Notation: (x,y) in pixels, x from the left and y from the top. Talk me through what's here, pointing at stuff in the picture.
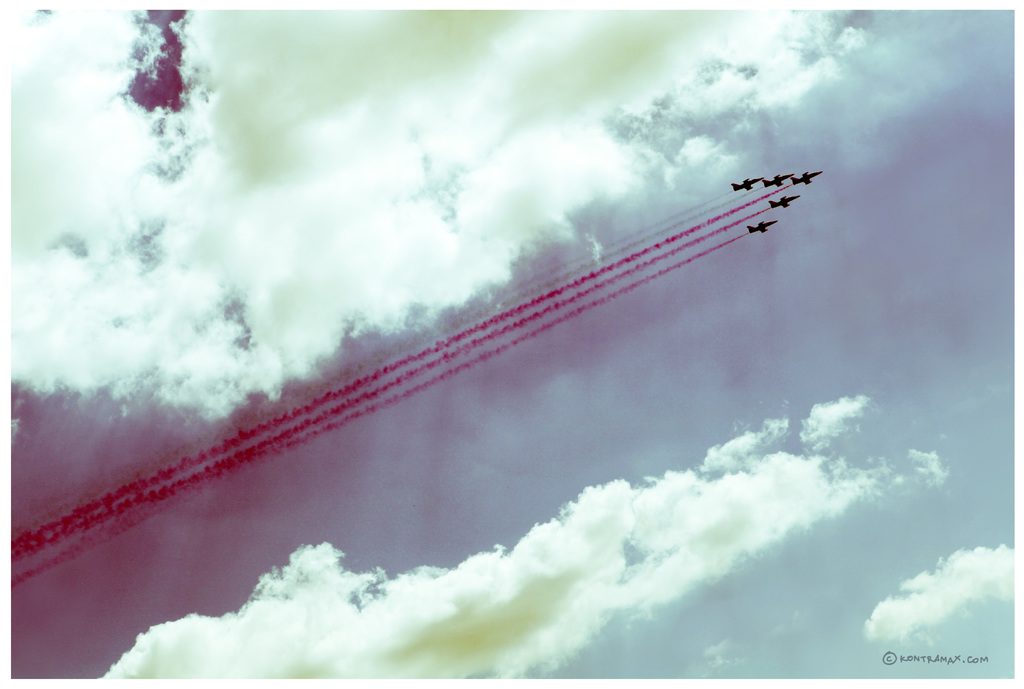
In this picture we can see five jet planes (733,186) in the air (760,187), we can also see smoke (514,328), there is the sky (535,311) and clouds (627,141) in the background (561,137), we can see some text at the right bottom (948,661).
